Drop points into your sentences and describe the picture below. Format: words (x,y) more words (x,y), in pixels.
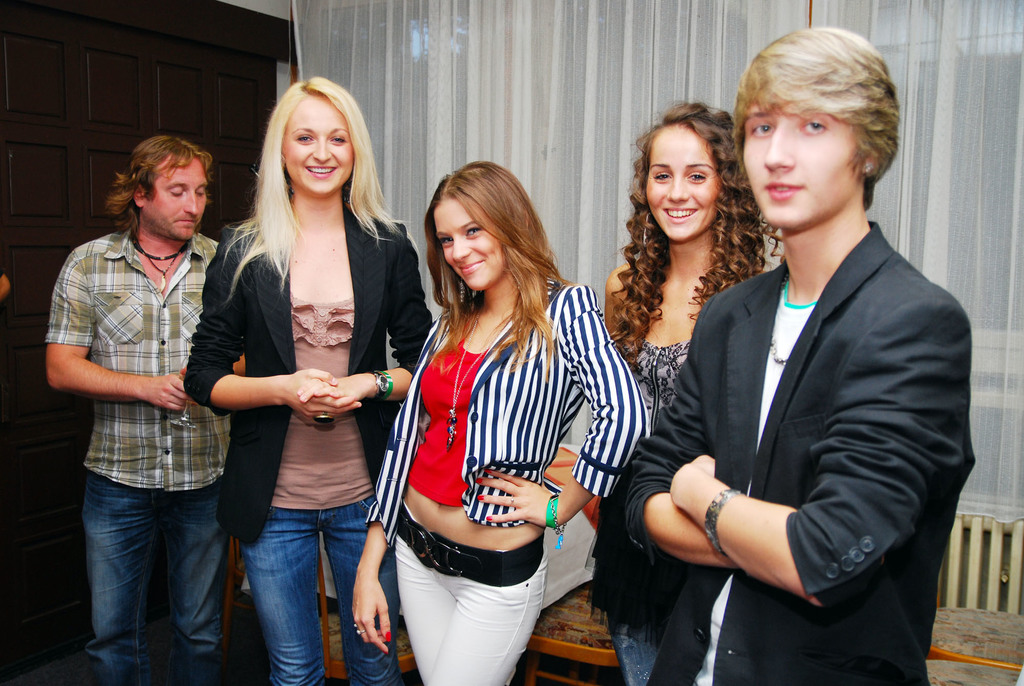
In this picture I can observe five members (575,325). Three of them (340,306) are women (405,311) and two of them (154,239) are men (745,423). In the background (523,114) I can observe curtains (538,106).
